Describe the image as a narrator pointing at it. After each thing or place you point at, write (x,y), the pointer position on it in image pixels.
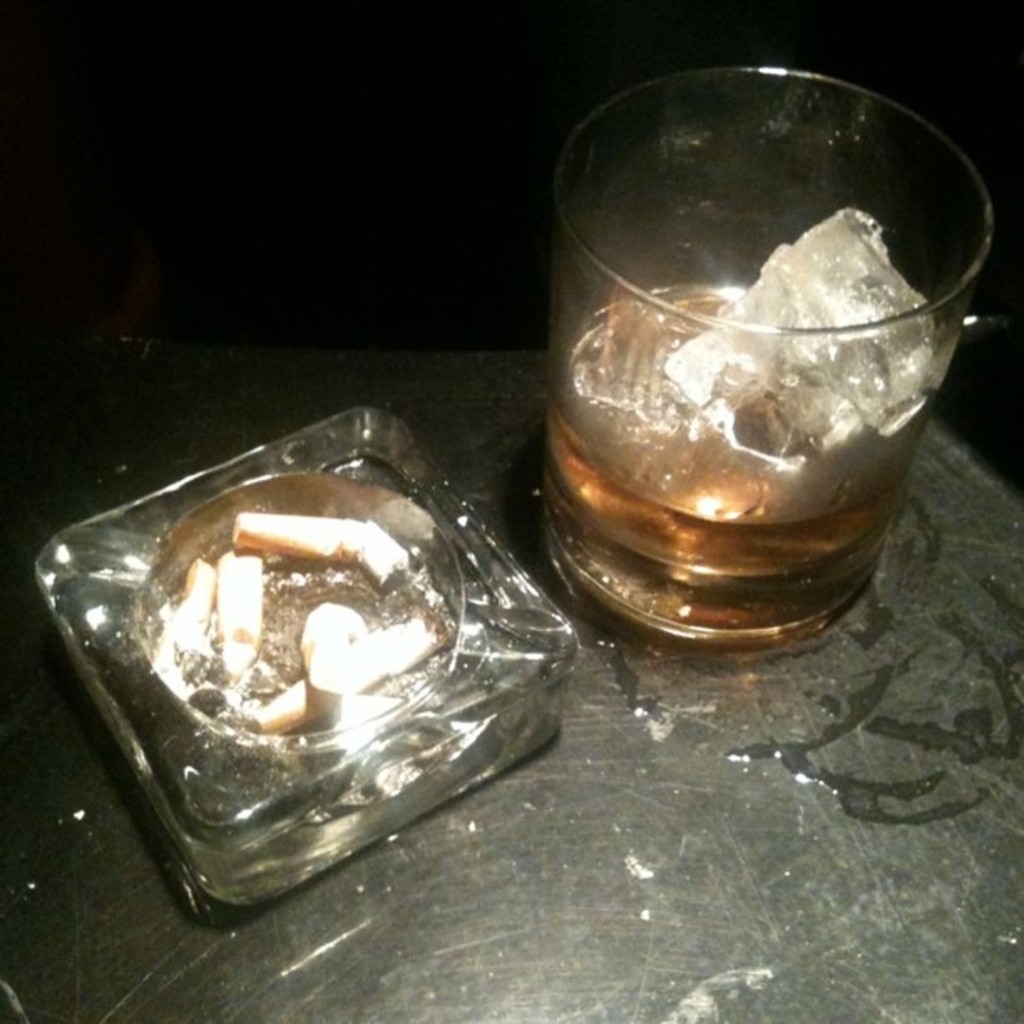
In this image, we can see a table (332,895). On the table (799,681), we can see a glass (744,646) with some drink (725,571) and a ice cube (858,257). On the left side of the table (490,464), we can also see a bowl (375,839) with some cigarettes (342,630) in it.
